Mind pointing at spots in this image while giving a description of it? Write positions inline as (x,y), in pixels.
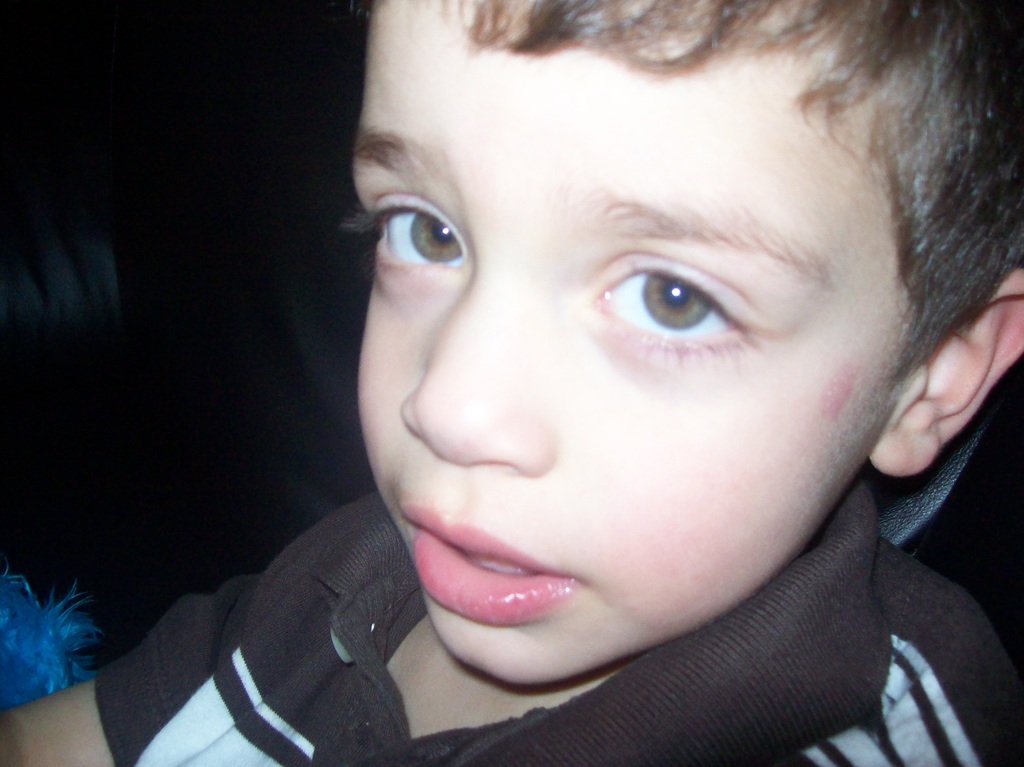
In this image we can see a boy (645,568). He is wearing a shirt (659,704).
